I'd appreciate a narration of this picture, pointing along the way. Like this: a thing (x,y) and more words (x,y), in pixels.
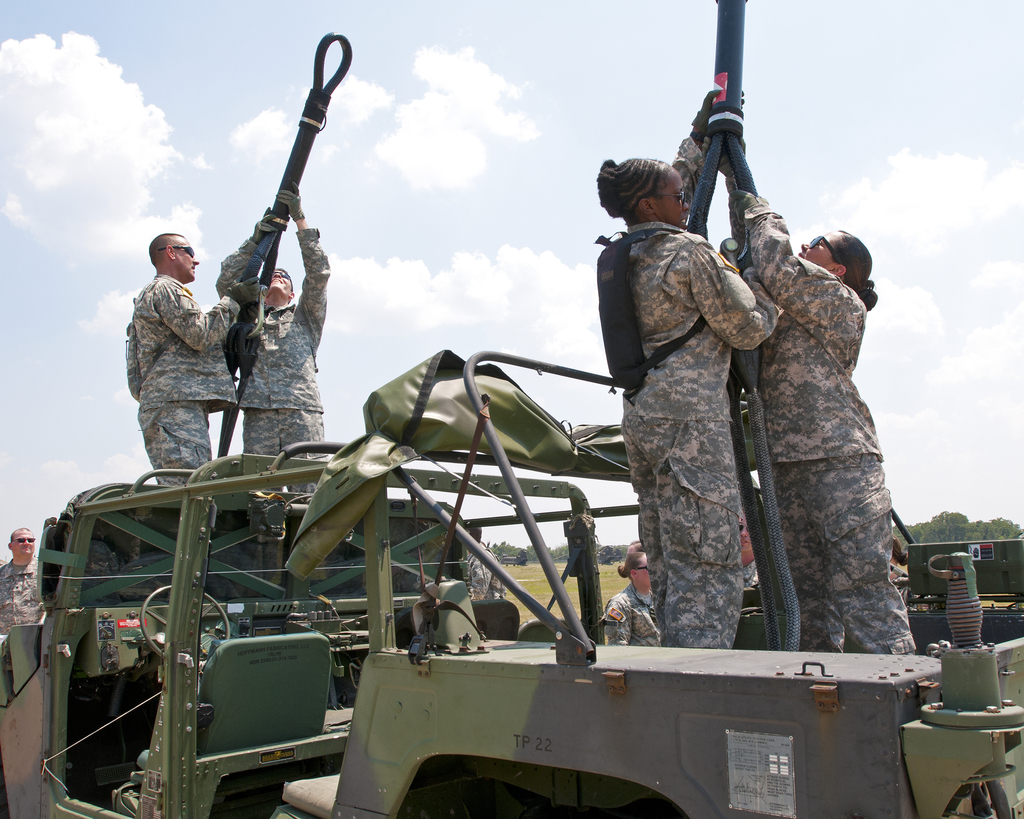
In this picture I can see there are two women (813,301) standing in the jeep (726,663) and they are holding a object (714,138) in their hand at right side (817,240) and there are two men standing at left side (277,371) and they are also holding a object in their hand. I can see there are few people (22,591) walking here and few (17,545) are standing. There is grass (539,570) on the floor (527,574), there are trees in the backdrop (525,548) and the sky (395,157) is cloudy.
